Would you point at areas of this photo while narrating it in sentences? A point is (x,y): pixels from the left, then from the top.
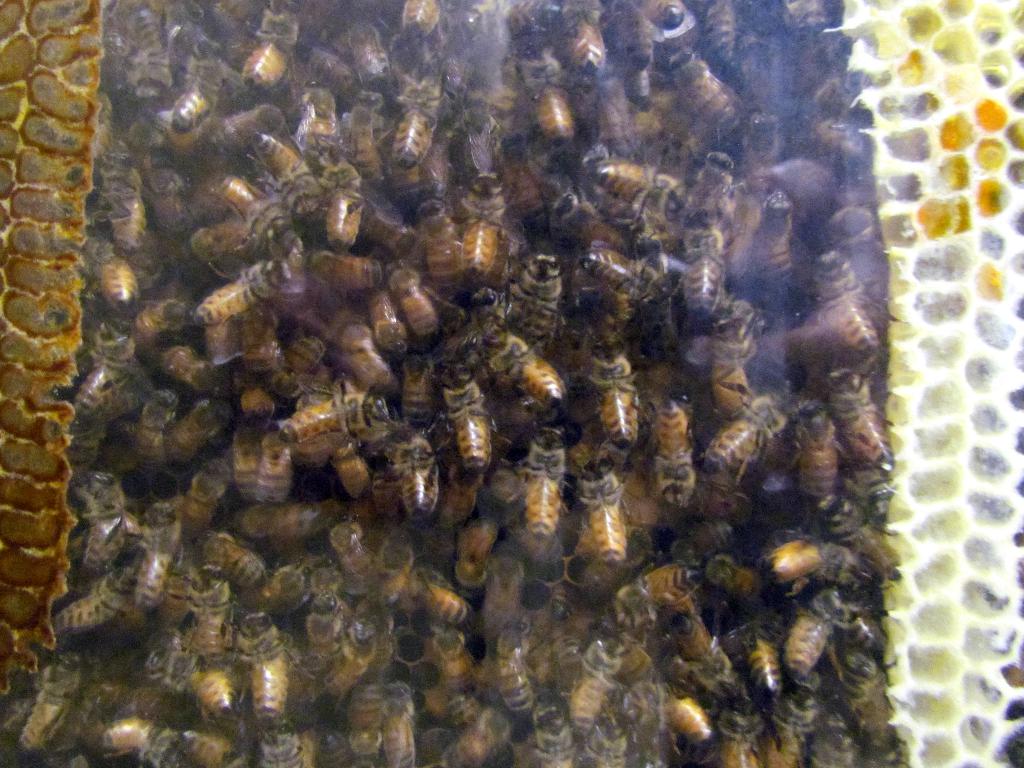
In this picture there are many brown color honey bees (818,612) seen in the middle of the image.
